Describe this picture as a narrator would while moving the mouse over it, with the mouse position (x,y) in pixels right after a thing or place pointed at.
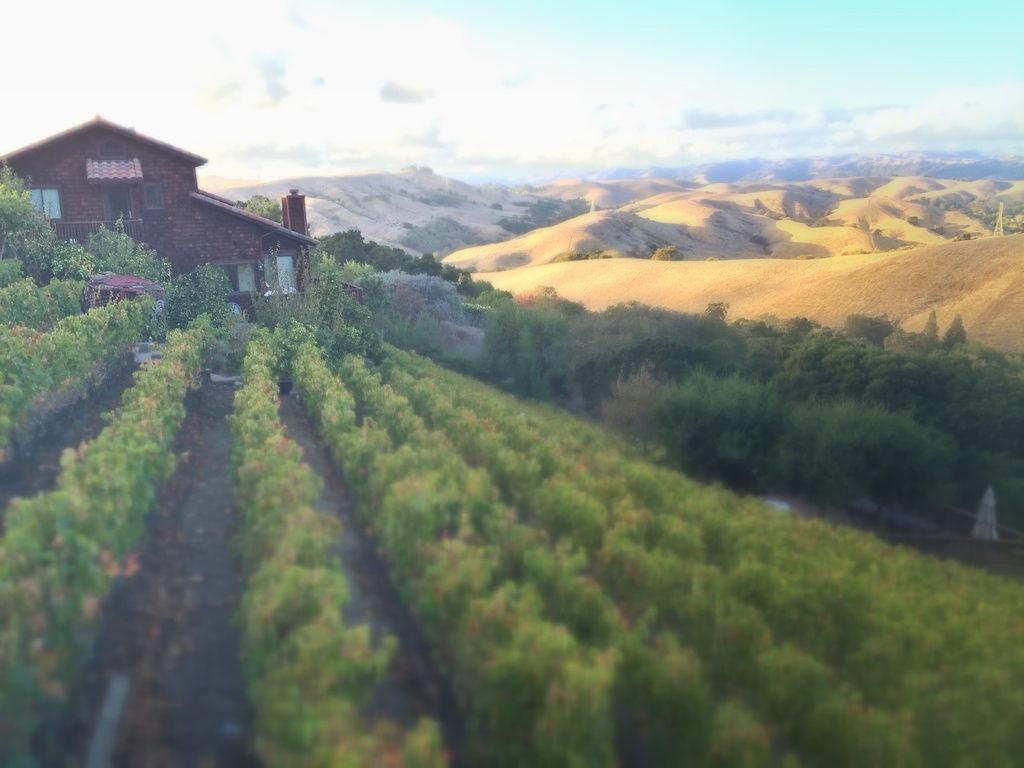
In this image there are plants (15,374), house (46,153), trees (959,452), hills (1019,339), and in the background (458,94) there is sky (652,120).
